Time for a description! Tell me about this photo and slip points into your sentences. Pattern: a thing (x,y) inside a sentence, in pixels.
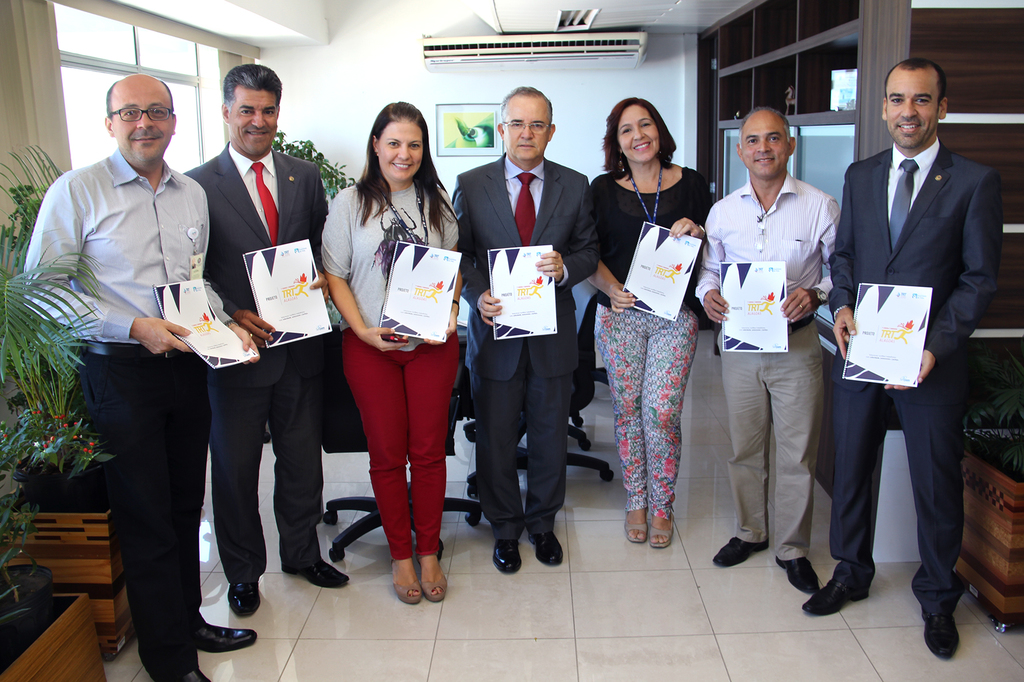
In this picture there are seven persons (571,355) standing and holding a booklet (431,294) in their hands (455,310) and there are plants (31,422) on either sides of them and there is an air conditioner (533,59) in the background (519,58).
